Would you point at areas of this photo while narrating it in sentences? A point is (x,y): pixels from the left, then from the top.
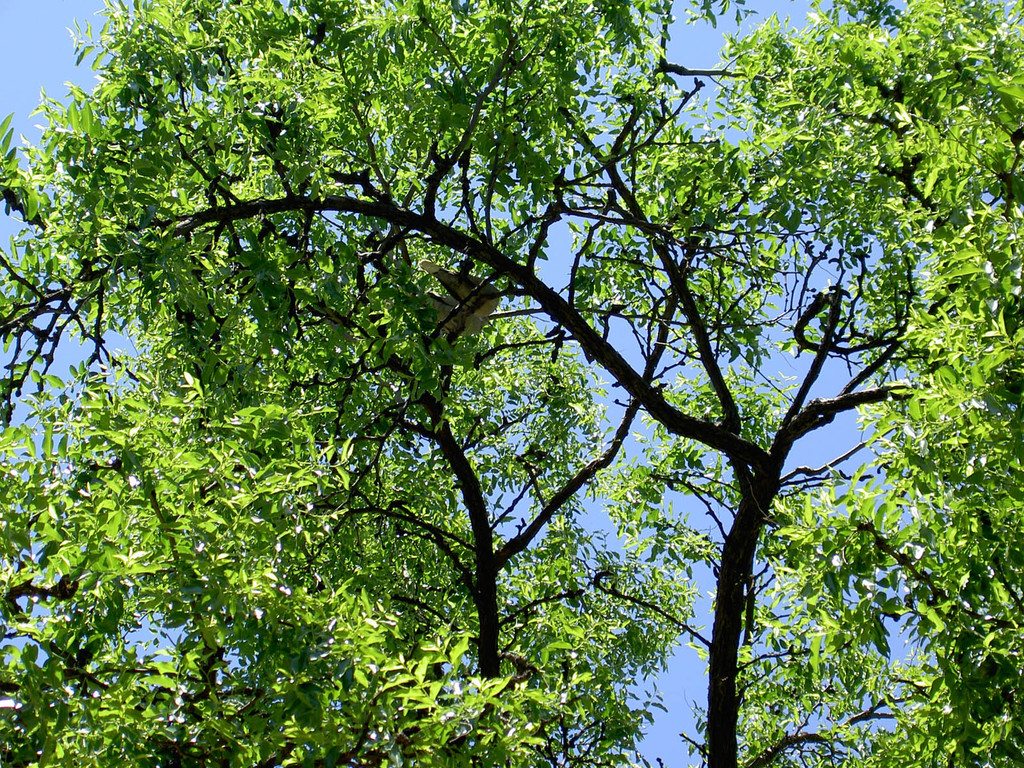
In this image in the center (410,469) there are a group of trees (279,448), and in the background (695,606) there is sky (695,606).
